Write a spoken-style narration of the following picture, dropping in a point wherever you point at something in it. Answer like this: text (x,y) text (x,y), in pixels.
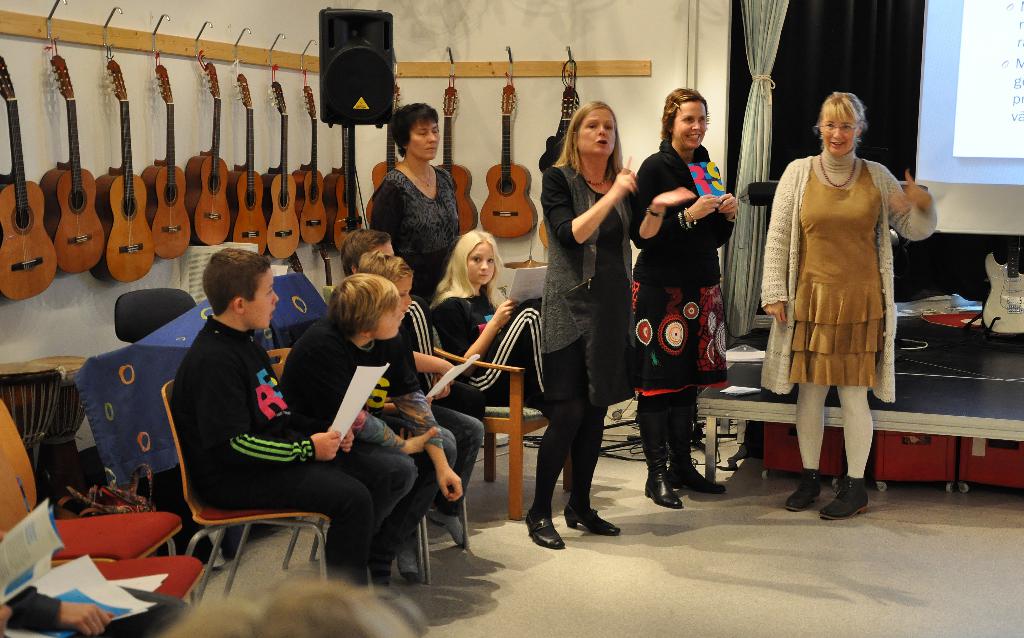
In this image we can see people (468,293) sitting on chairs (511,417). There are people (808,458) standing. In the background of the image (326,184) there are guitars (272,230) hanged on the wall (603,44).
